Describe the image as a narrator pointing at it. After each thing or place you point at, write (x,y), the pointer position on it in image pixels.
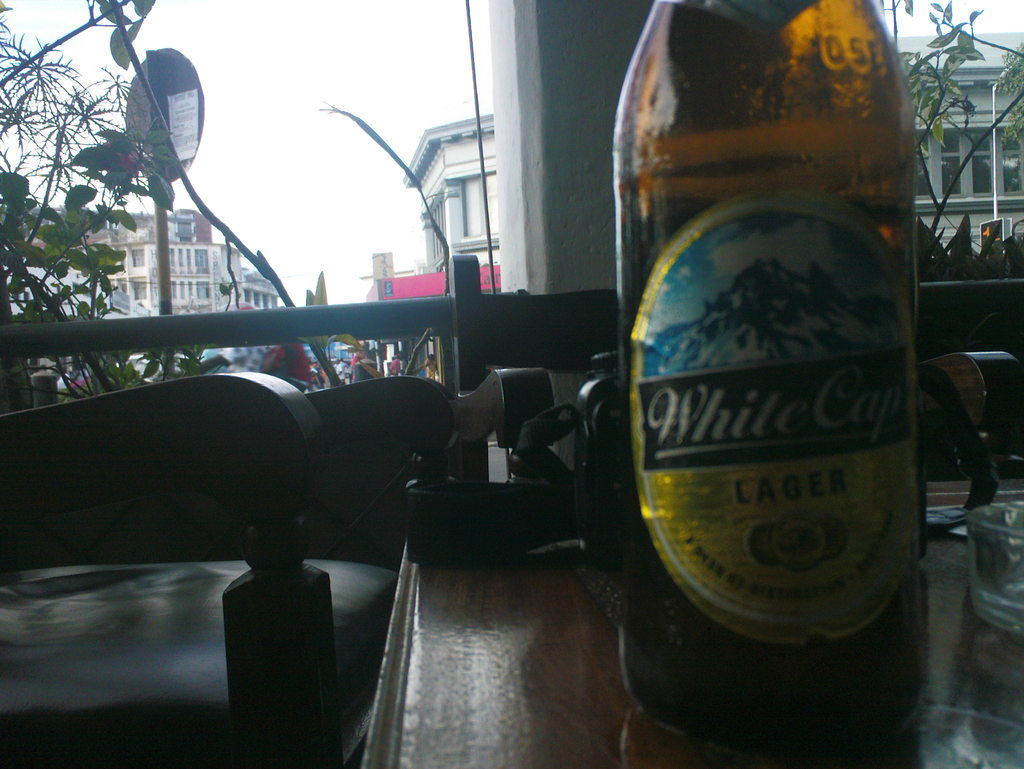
In the foreground of the image (135,625), there is a chair (331,635), table (436,596) at the center (362,413) and a beverage bottle (811,458) and glass (971,552) is visible. In the left side of the image (252,58), sky (310,139) is visible which is white in color. In the left middle of the image (253,283), building (204,260) is visible. Also in the right side of the image (940,201), building (976,192) is visible. It looks as if the picture is taken inside the restaurant (462,575).
